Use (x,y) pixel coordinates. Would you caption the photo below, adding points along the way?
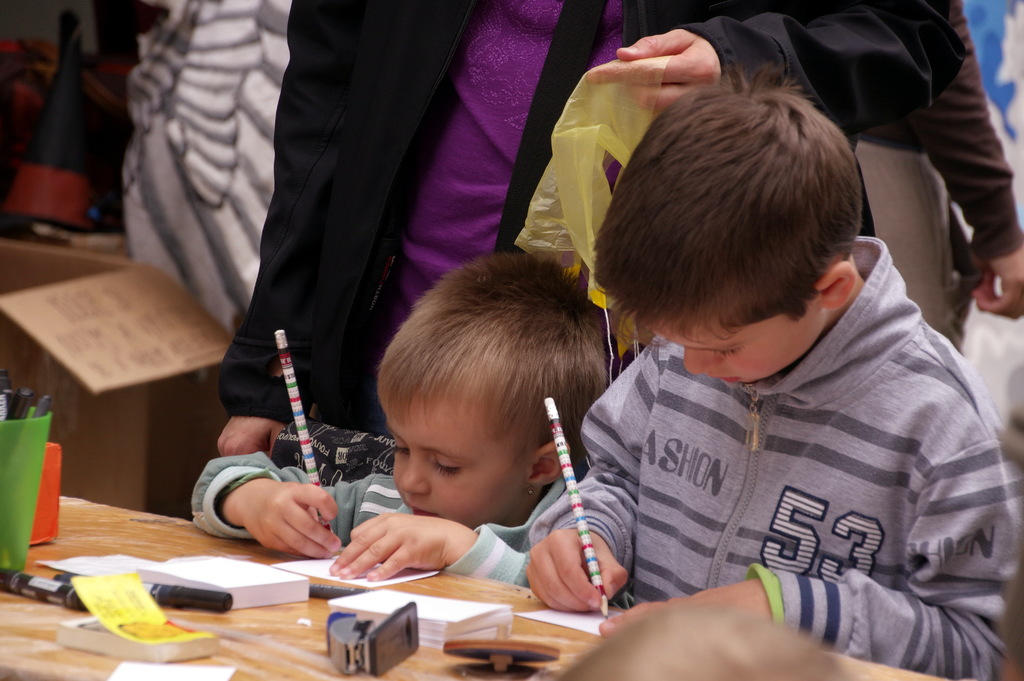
In this picture there are two kids (480,441) writing and there are papers (118,560), notepads (485,633) and pens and objects (364,628) on the table (225,639). At the back (399,159) there is a person (493,172) standing and holding the cover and there is a man (880,205) standing and there are objects (143,130) and there is a cardboard box (113,373) and there is text (94,328) on the cardboard box (33,313).
